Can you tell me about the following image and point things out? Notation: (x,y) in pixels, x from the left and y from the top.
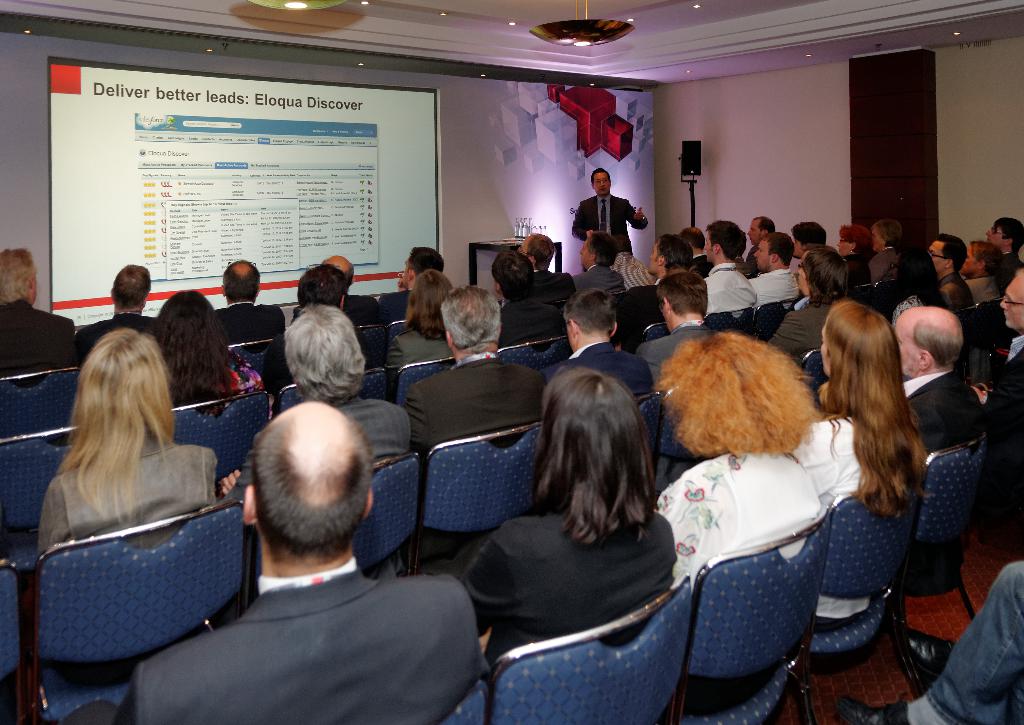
In the background (222,214) we can see screen (383,120). In this picture we can see table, objects (532,225), ceiling (792,19) and lights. We can see a man (612,231) is standing. At the bottom portion of the picture (914,650) we can see people (597,313) sitting on the chairs (11,424).
